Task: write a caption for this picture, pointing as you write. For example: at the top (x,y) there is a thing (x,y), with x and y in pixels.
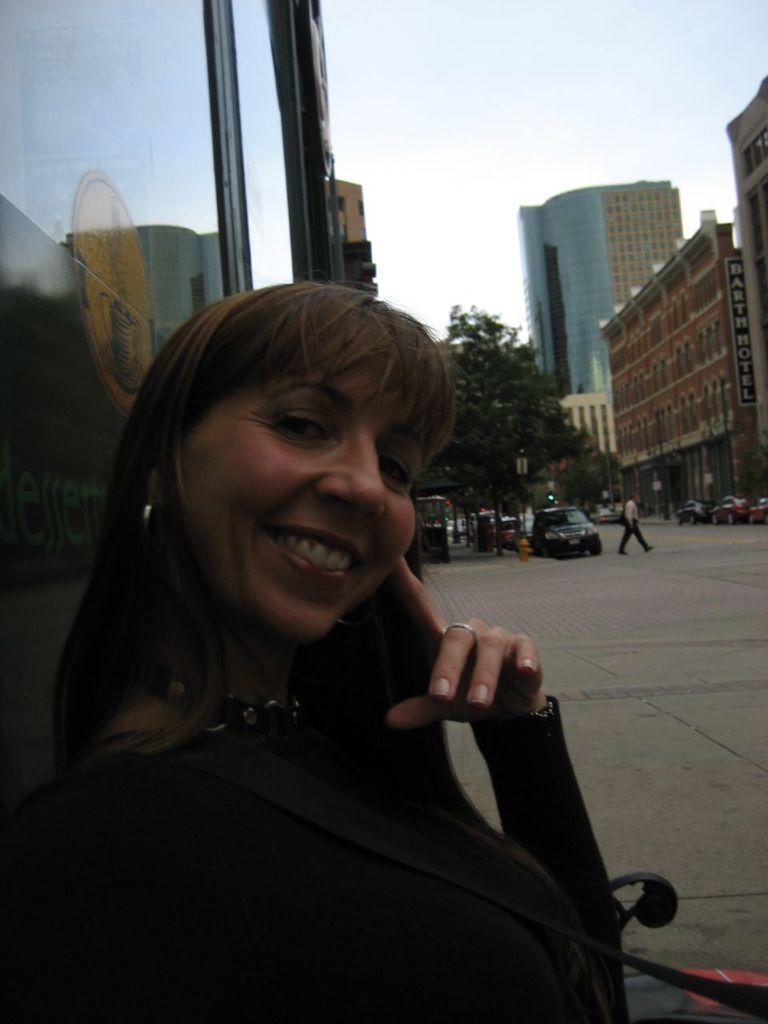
In the image we can see in front (277,533) there is a woman (346,724) sitting, behind there are cars (544,544) parked on the road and there are tree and buildings (578,367).
